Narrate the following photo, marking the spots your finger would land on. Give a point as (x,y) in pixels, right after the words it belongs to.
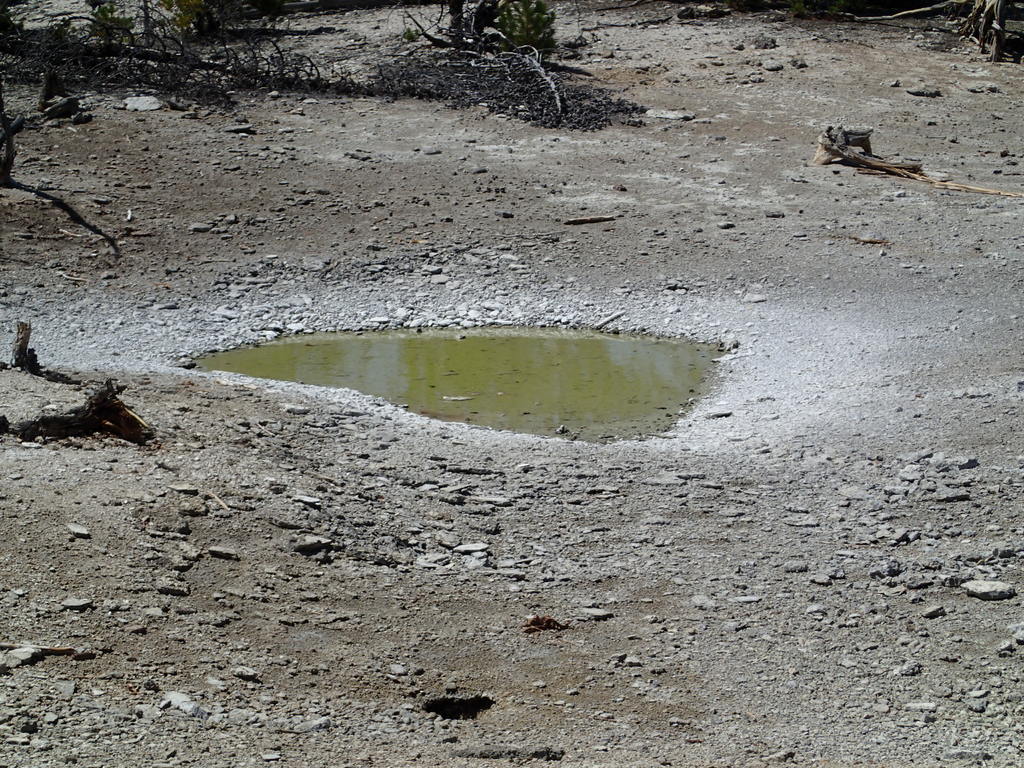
In this image there is some water (489,409) in the middle of ground (464,444) around that there are some stones (630,284) and dried plants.
